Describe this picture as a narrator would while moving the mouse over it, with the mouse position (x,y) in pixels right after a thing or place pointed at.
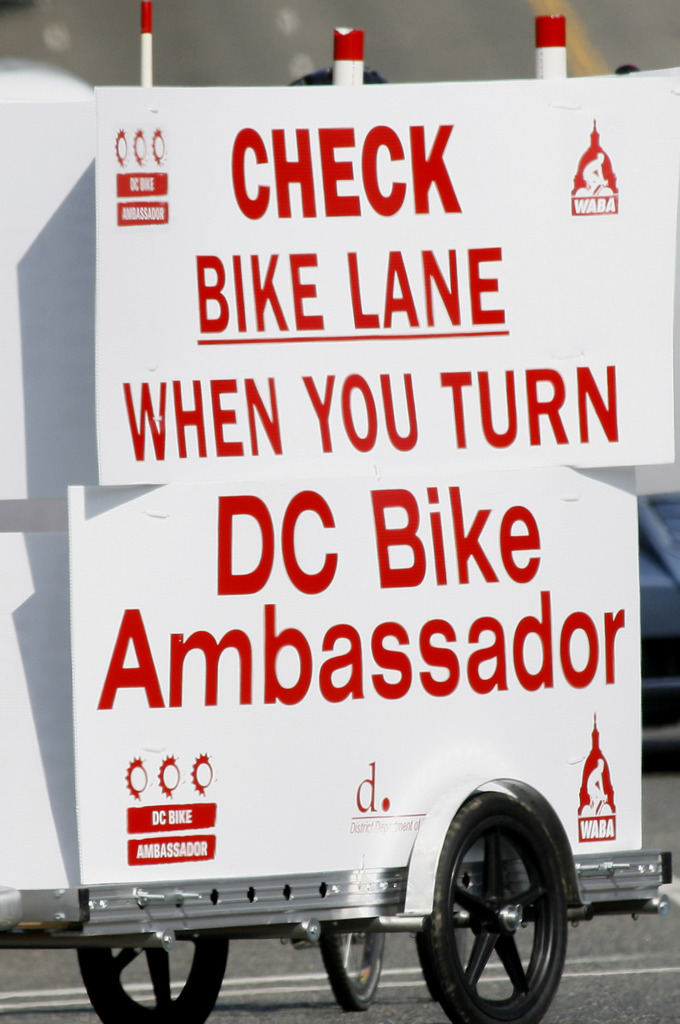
In this picture we can see there are white boards (52,302) and on the boards (253,575) it is written with red color.
